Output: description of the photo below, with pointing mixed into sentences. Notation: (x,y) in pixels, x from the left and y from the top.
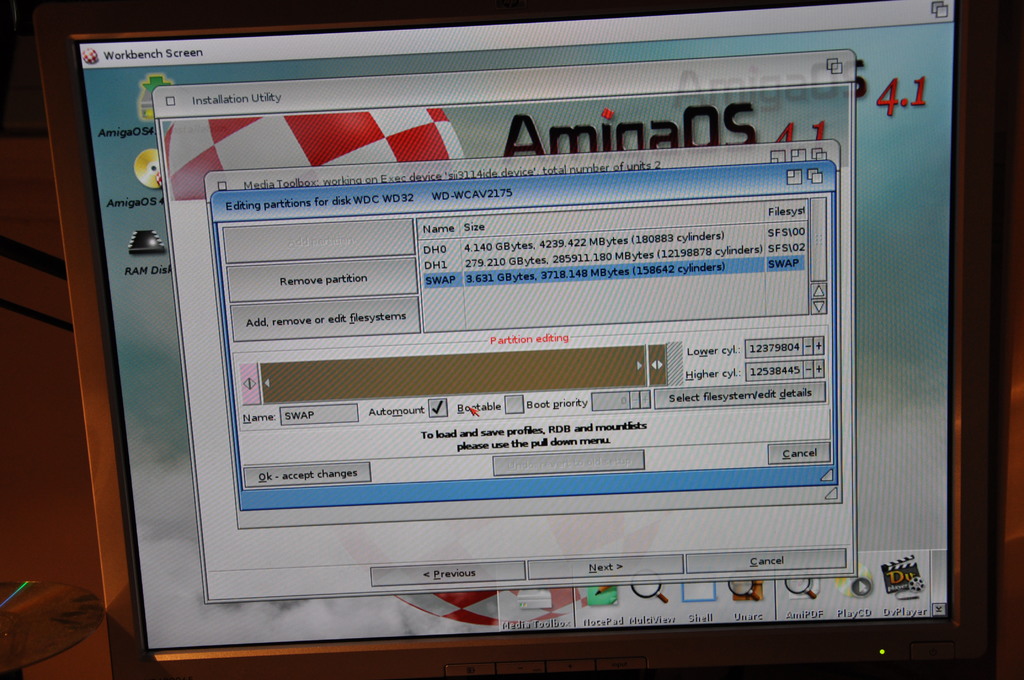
In this image there is a monitor (306,248). There are four tabs (746,217) opened on the screen (941,571). On the bottom of monitor (825,558) there are some icons (741,592). And left side (133,129) also there are some more icons (155,175) seen. There is a brown color background (53,392).
